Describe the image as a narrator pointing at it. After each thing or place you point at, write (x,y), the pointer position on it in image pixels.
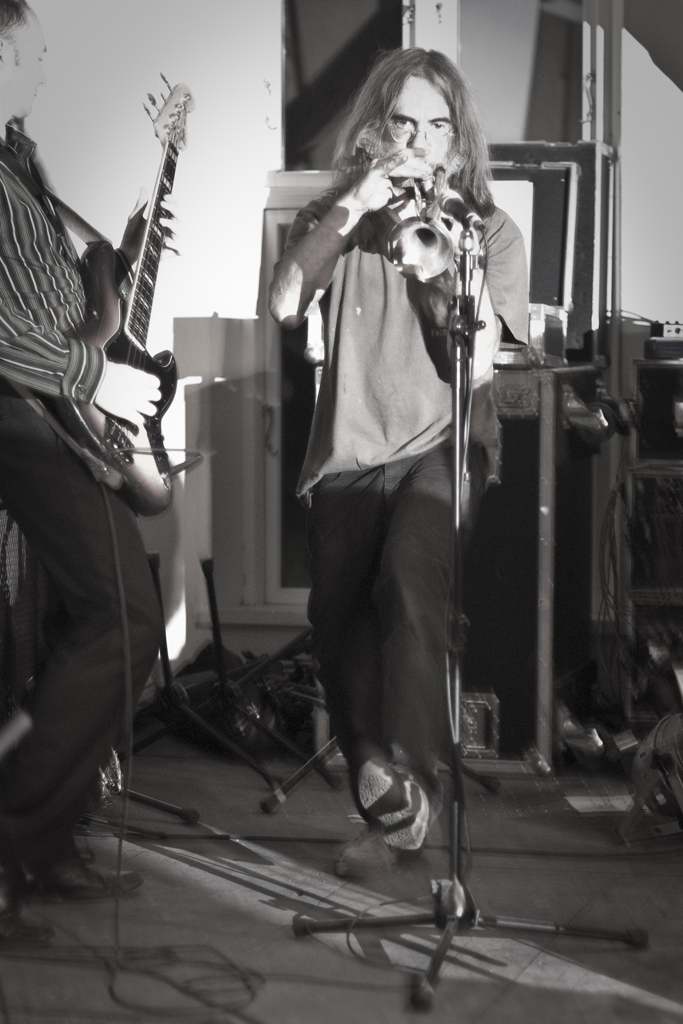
This picture we can see two persons (79,714) in the left side of the given image a man (2,413) is playing guitar (118,453) and in the middle of the image (315,500) a person (364,447) is playing musical instrument (429,242) in front of the microphone (452,205), around them we can find musical instruments (566,604).
